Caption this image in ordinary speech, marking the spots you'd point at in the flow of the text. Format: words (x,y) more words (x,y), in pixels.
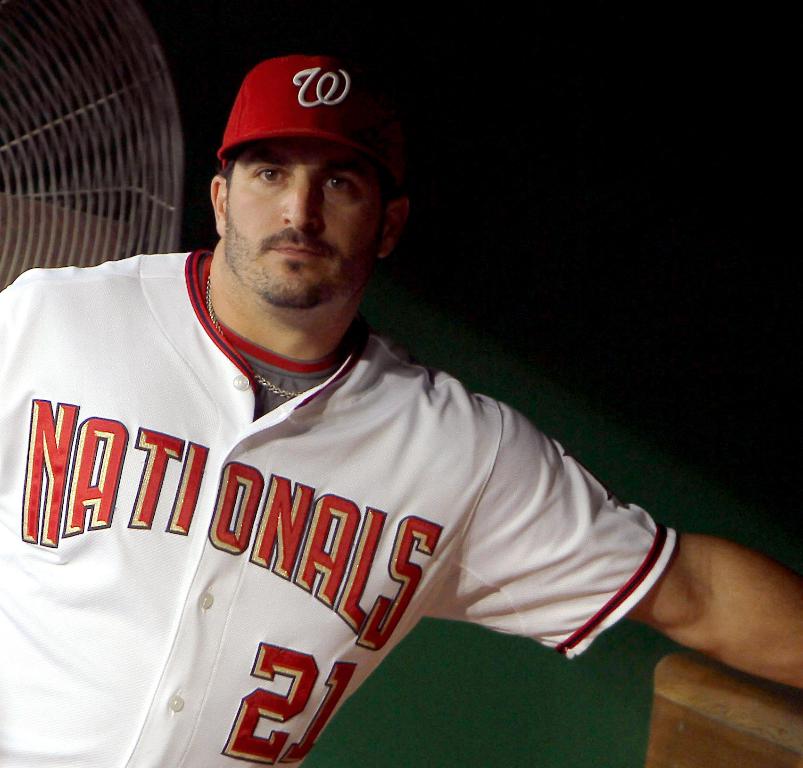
On the left side of the image (169,336) we can see a man (279,468) is standing and wearing cap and also we can see a fan (108,172). In the bottom right corner (761,736) we can see a table (750,699). In the background of the image (467,325) we can see the wall (645,477).
